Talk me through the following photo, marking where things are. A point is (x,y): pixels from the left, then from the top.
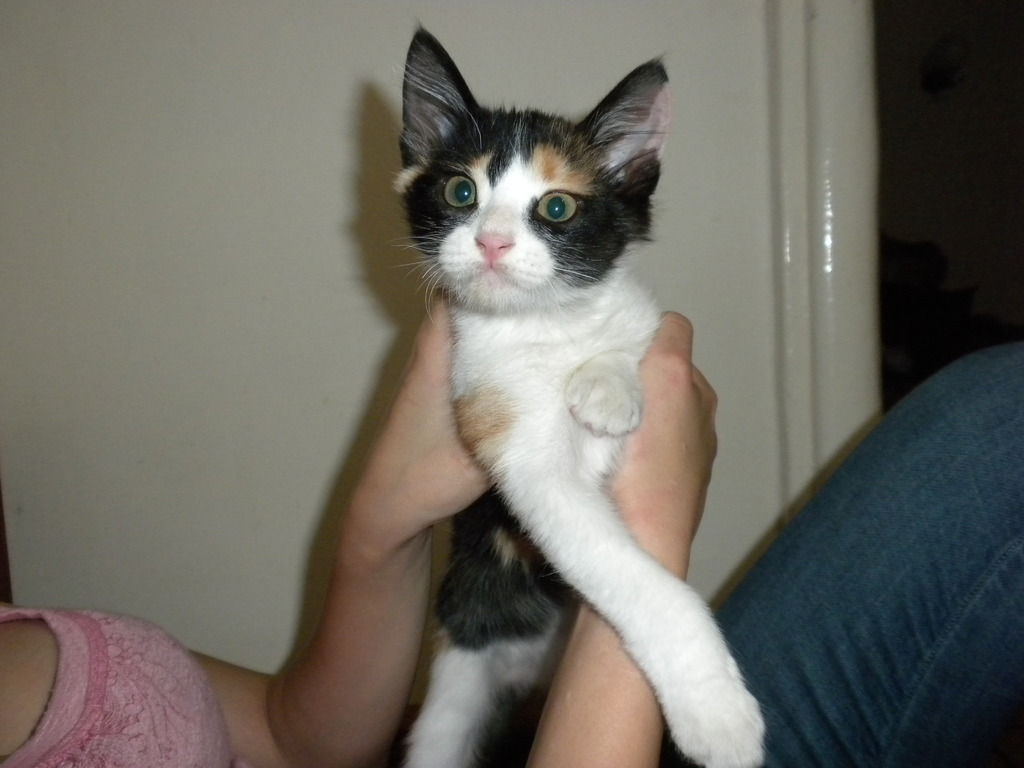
In this picture we can see a person (372,500) is holding a cat (535,255).
